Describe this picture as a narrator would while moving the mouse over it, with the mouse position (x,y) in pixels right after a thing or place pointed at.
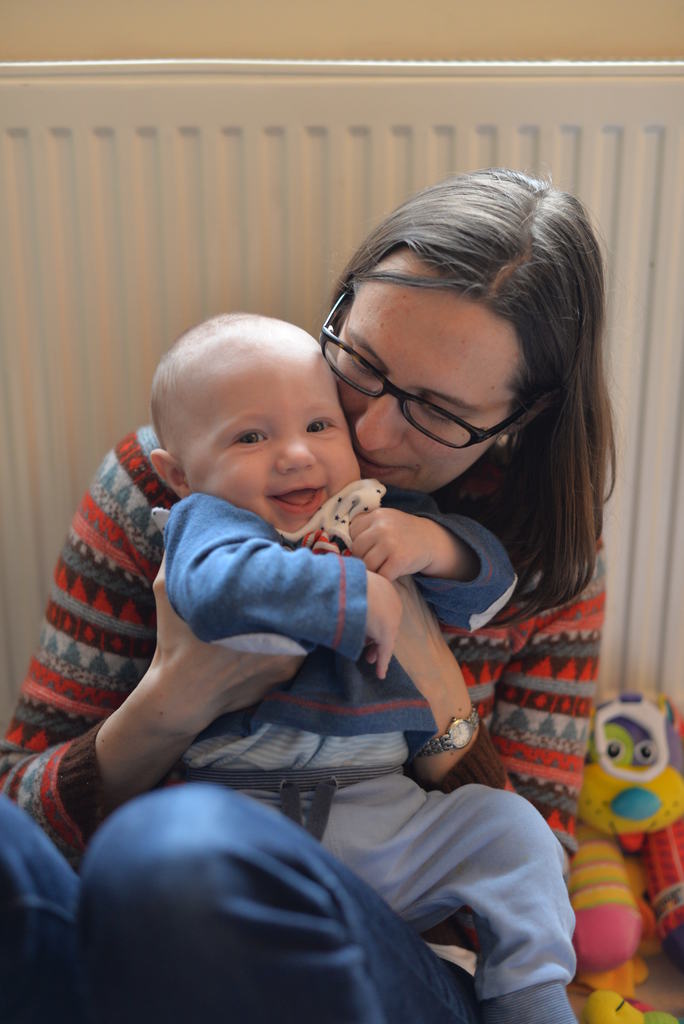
This image is taken indoors. In the background (264,55) there is a wall (592,21). In the middle of the image (351,508) there is a woman (415,601) holding a baby (266,522) in her hands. The baby (279,484) is with a smiling face (248,483). On the right side of the image (630,984) there are a few toys (615,813).
